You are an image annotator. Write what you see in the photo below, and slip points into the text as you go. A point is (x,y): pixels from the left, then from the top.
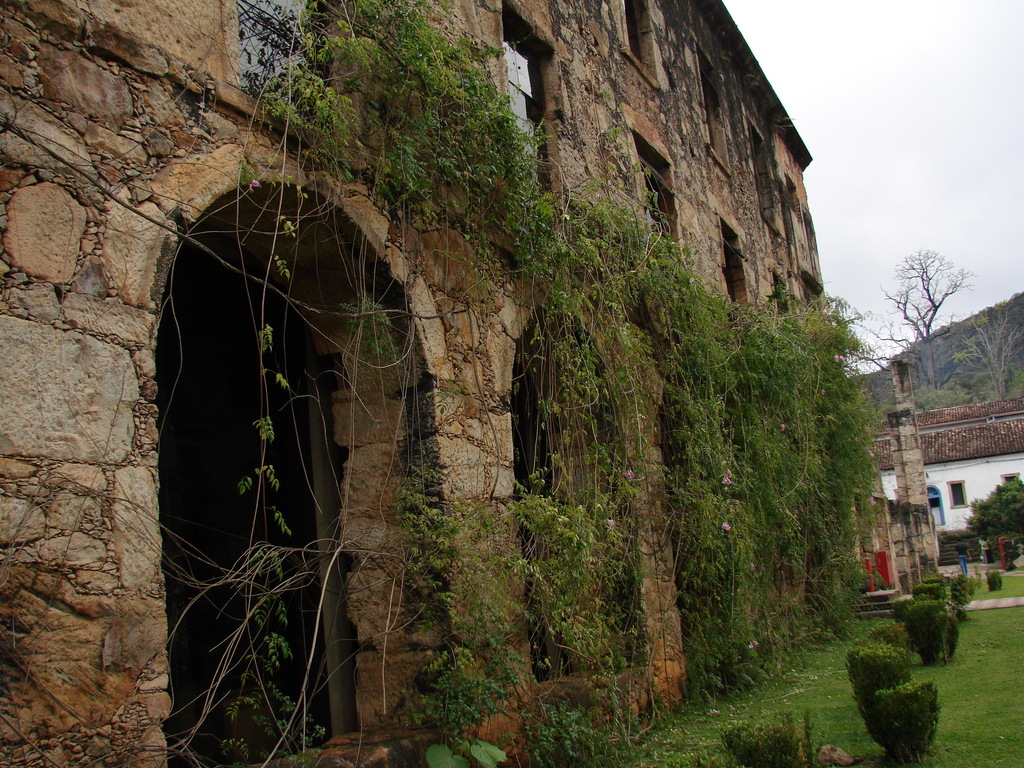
In this image we can see a building (317,448) with arches (369,460) group of windows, plants (605,595) on it. On the right side of the image (964,550) we can see a person (961,562) standing on the ground (972,569), a building (947,522), group of plants (902,679), trees (927,375) and the sky (890,169).
